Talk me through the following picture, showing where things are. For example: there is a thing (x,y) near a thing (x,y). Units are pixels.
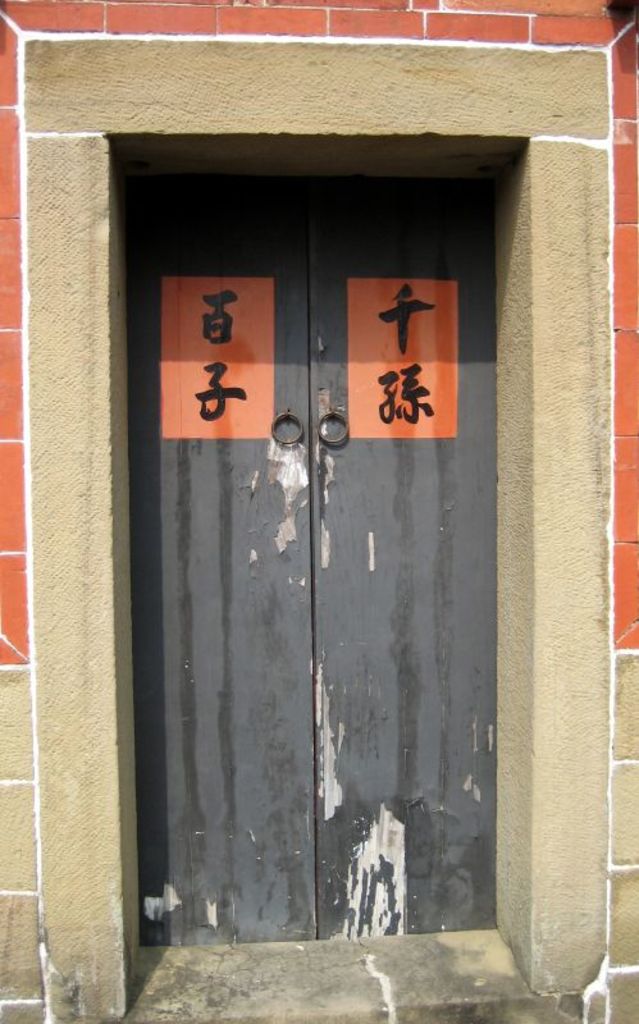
In this image we can see the black color doors (196,550) upon which we can see orange color paint (357,339) with some text (218,302) on it. Here we can see the stone wall (81,605).
